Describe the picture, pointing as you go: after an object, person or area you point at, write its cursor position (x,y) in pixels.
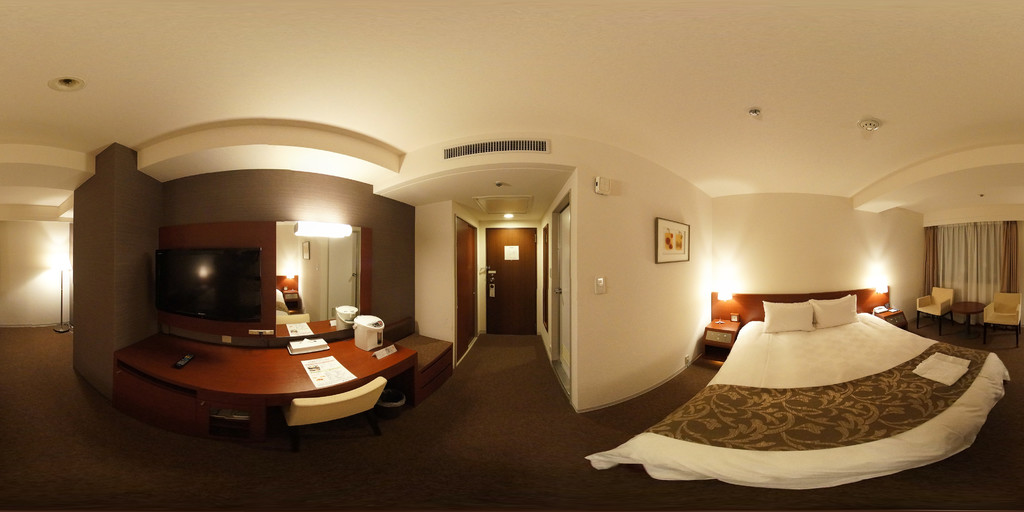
In this image we can see an inside view of a room (749,363). To the right side of the image (798,319) we can see two pillows (786,322) placed on the bed (828,463) placed on the ground (978,477), two chairs (940,304) and a table (978,312) placed on the ground (1013,357) and the curtain (996,278). In the center of the image (558,315) we can see three doors (508,266) and a photo frame (689,234) on the wall (653,259). To the left side of the image (234,281) we can see a television (255,285) on a wall (262,306), mirror (336,297), light (62,270) placed on the ground (60,346). In the background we can see some lights (345,231).
